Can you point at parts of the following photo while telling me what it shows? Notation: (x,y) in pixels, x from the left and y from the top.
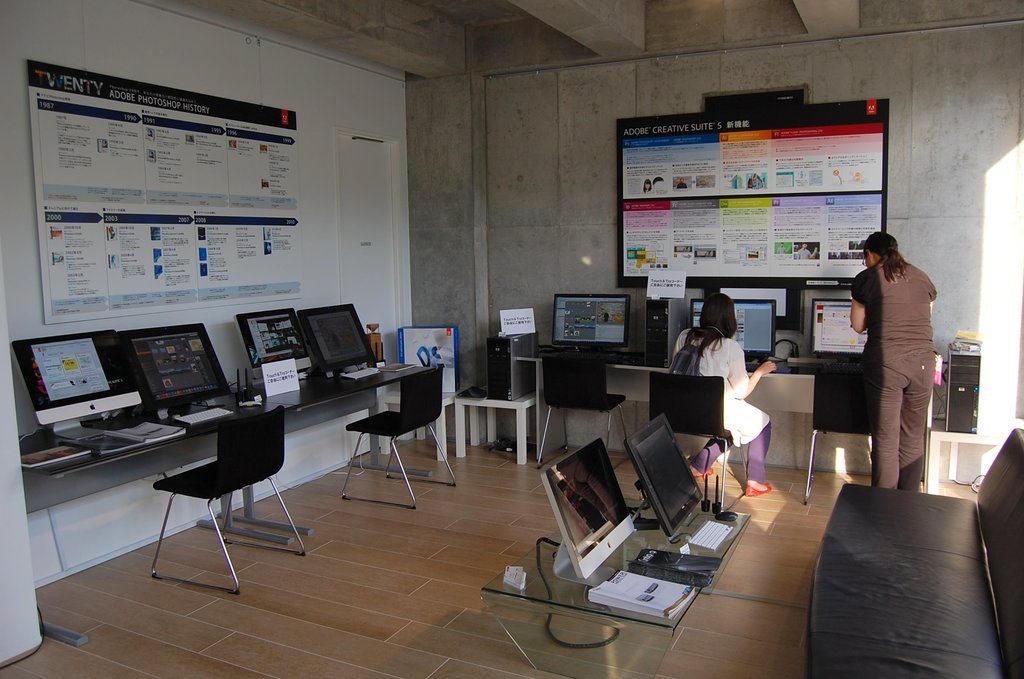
In this picture we can see the inside view of a room (416,442). These are the monitors (303,316) and there are chairs (661,396). Here we can see a woman (712,357) sitting on the chair (694,393). And this is floor (418,571). On the background (532,167) there is a wall (515,162) and these are the boards (788,168). Here we can see a person (893,243) who is standing on the floor (806,524).
